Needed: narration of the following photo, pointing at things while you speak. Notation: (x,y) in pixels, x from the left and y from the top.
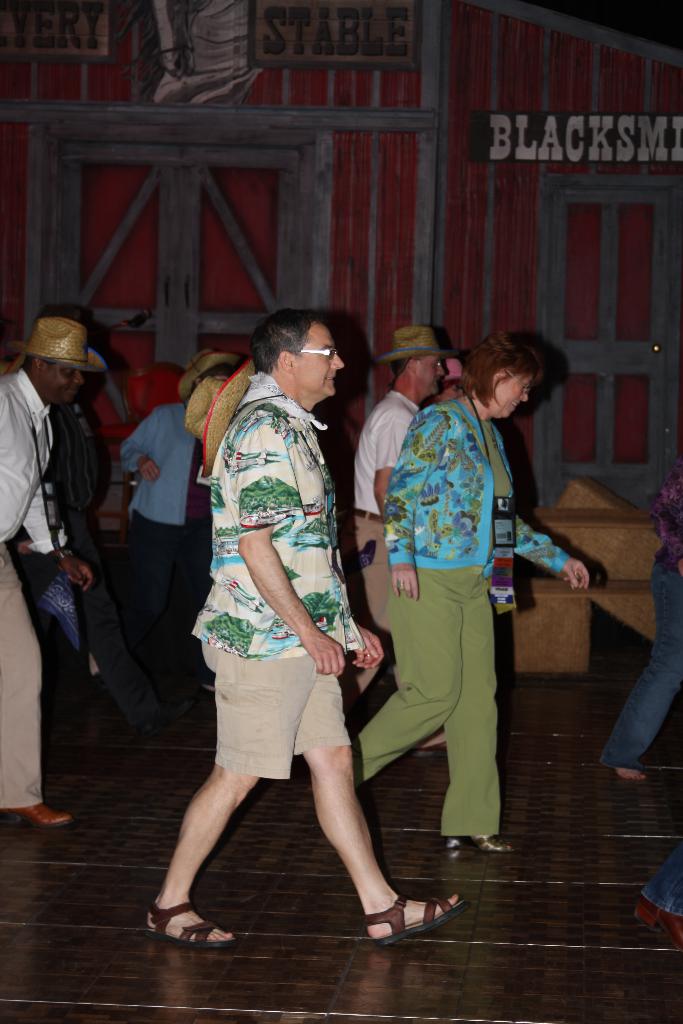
In the picture we can see some people (261,369) are walking on the path (312,951) wearing some hats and colored shirts (211,603) and in the background (55,291), we can see a wooden wall (58,278) with some door (263,284) and window painting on it.
